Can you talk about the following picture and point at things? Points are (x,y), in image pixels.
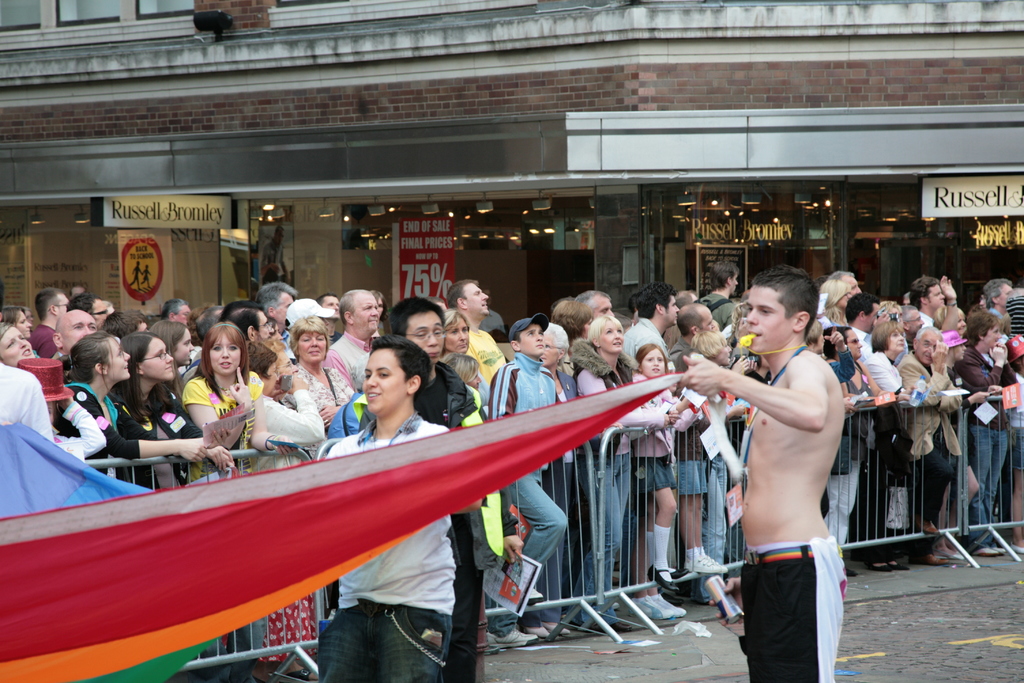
On the left side (331,449), there is a boy (416,573) in a white color t-shirt (418,557), smiling in front of a flag (61,458). On the right side (827,532), there is a person (811,438) without a shirt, holding this flag (581,423) and standing. In the background (428,416), there are other persons (988,289), in front of them there is a fence (864,475), there are banners (437,247) and a building (113,254) which is having glass windows (765,241).
